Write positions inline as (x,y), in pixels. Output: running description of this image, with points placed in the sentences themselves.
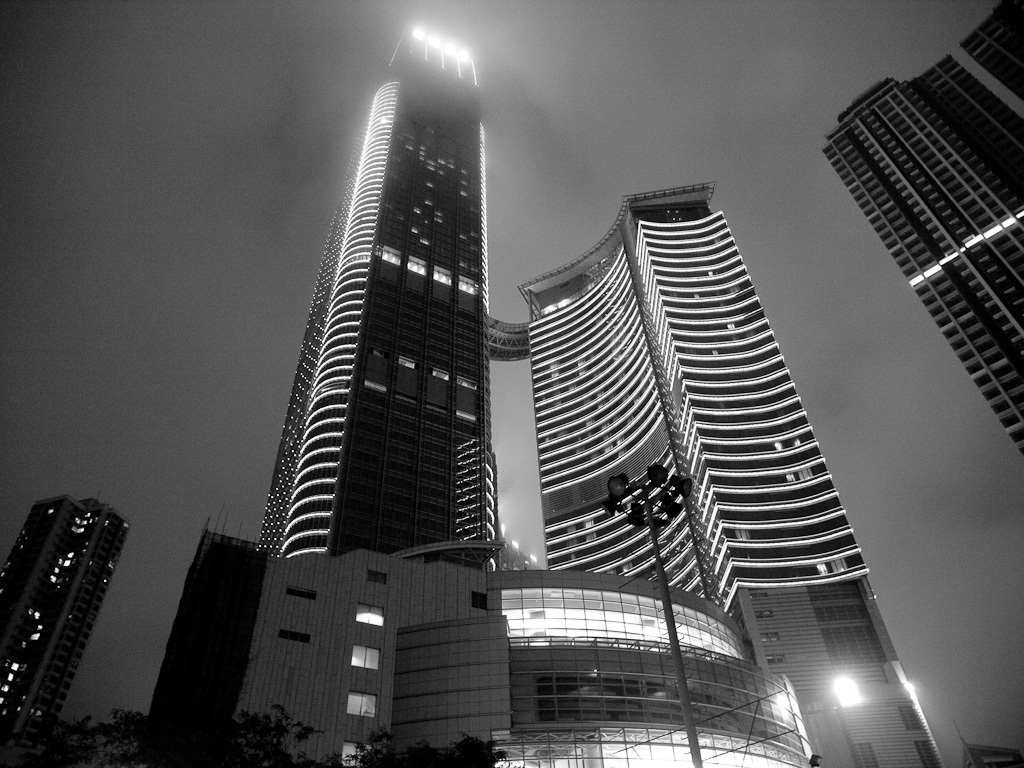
In this image I can see the trees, lights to the pole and many buildings (735,270). In the background (585,190) I can see the sky (609,70). I can see this is a black and white image.
